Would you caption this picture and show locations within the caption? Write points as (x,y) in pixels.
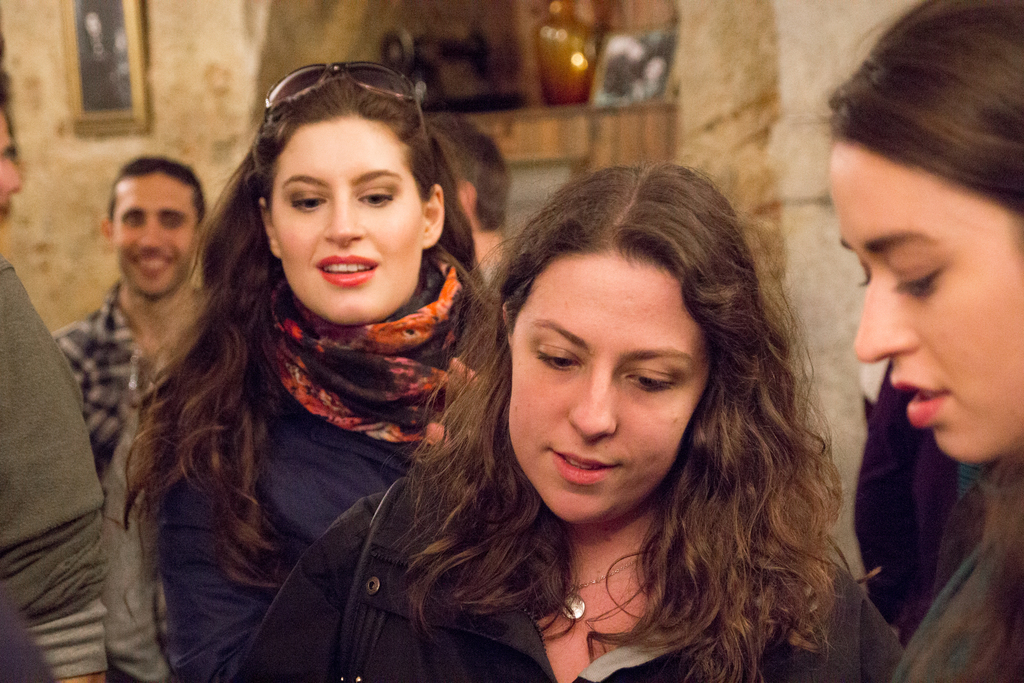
In this image I can see three women (421,320) standing and in the background (83,361) I can see few other persons (169,225), the wall (211,174), a photo frame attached to the wall (46,54), a machine (447,52), a flower vase (562,98) and few other objects (536,118).
